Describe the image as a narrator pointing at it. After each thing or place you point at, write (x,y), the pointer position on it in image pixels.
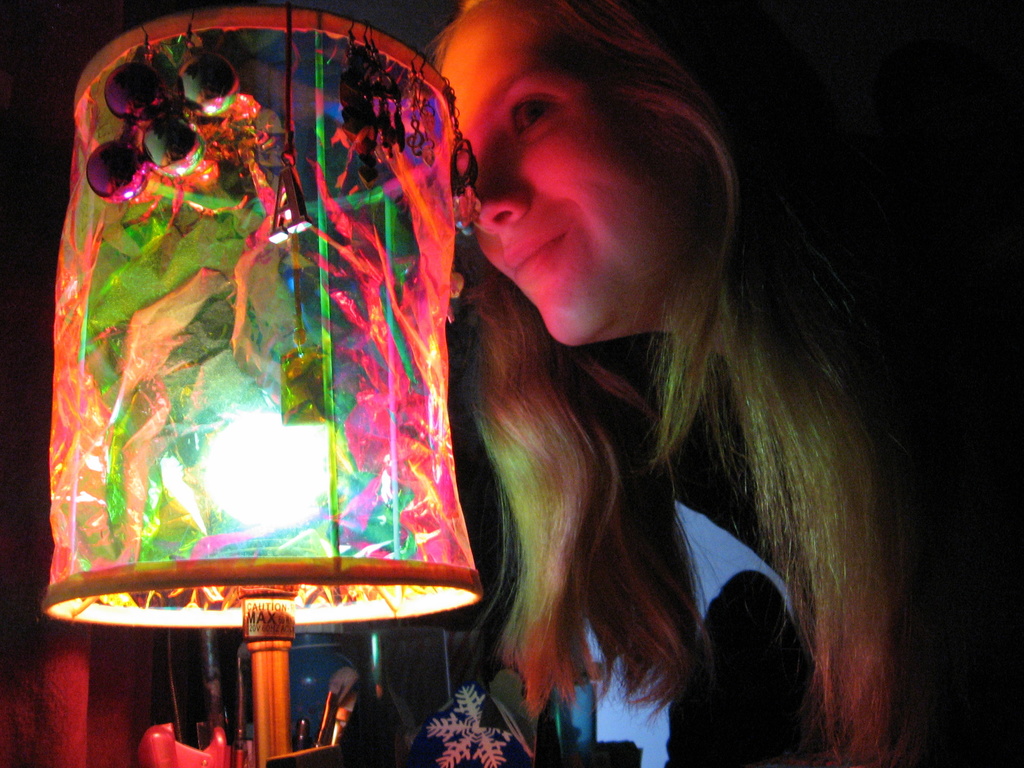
On the right side (769,220), there is a woman (768,222) smiling and slightly bending in front of a light (314,121) which is on the table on which, there are other objects (211,743). And the background (22,335) is dark in color.
